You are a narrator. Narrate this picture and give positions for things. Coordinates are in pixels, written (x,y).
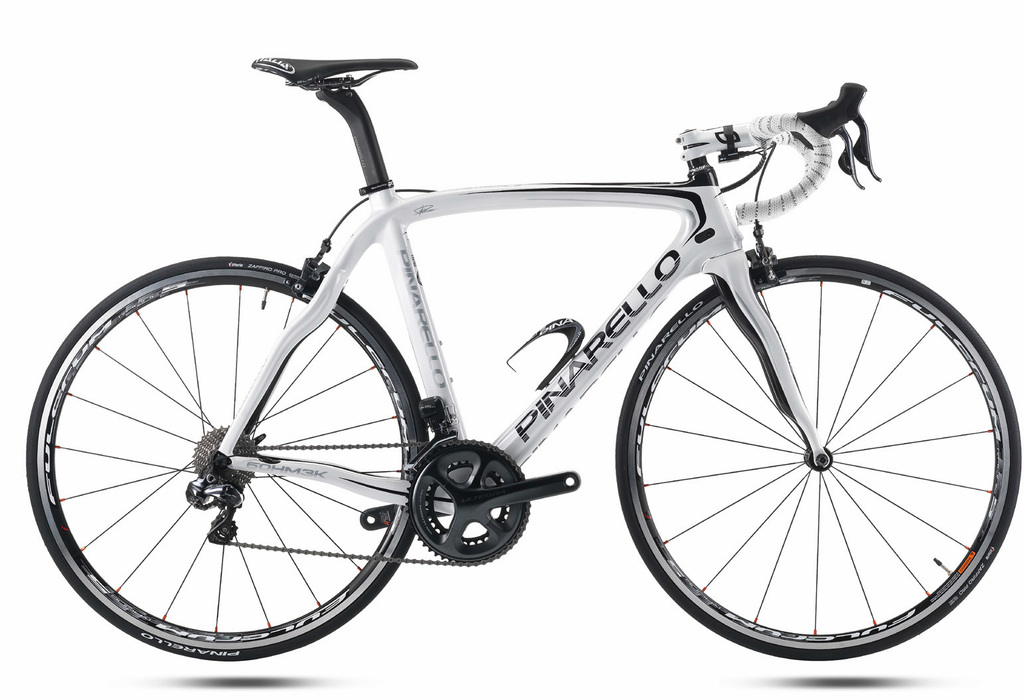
In the picture I can see a bicycle (567,405) which has something written on it. The background of the image (519,390) is white in color.
